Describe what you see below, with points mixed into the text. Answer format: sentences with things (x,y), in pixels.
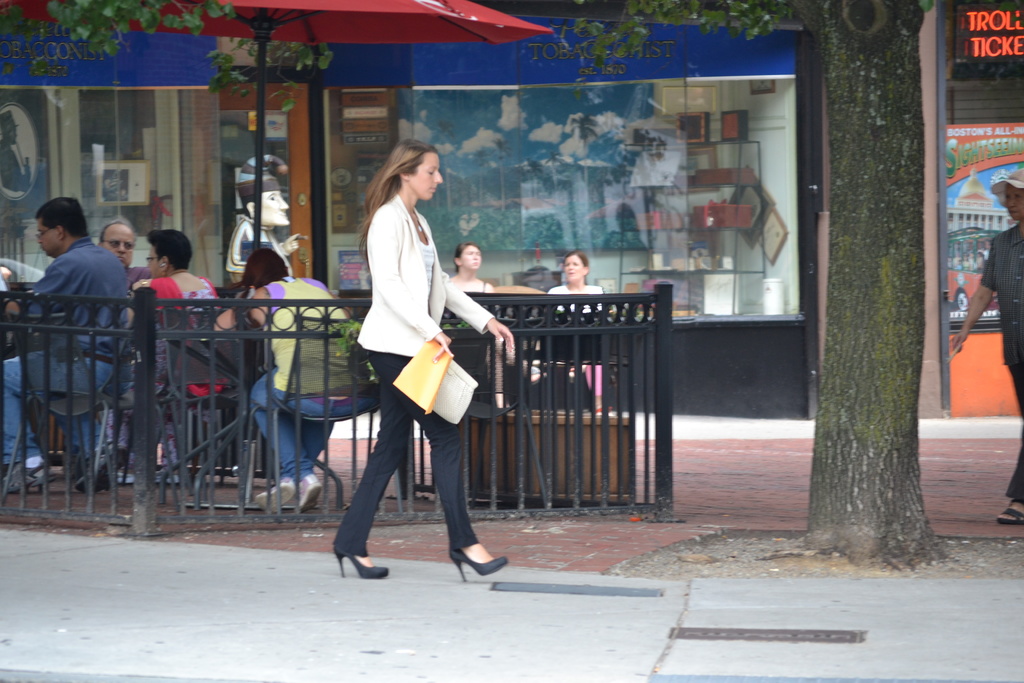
In this image, we can see people (475,270) sitting on the chairs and some are walking on the road (748,422) and one of them is wearing a cap (996,191) and there is a lady (414,325) holding an object (459,380). In the background (200,120), there is an umbrella (258,198) and we can see a bin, trees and there are boards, railings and stores (336,114).
